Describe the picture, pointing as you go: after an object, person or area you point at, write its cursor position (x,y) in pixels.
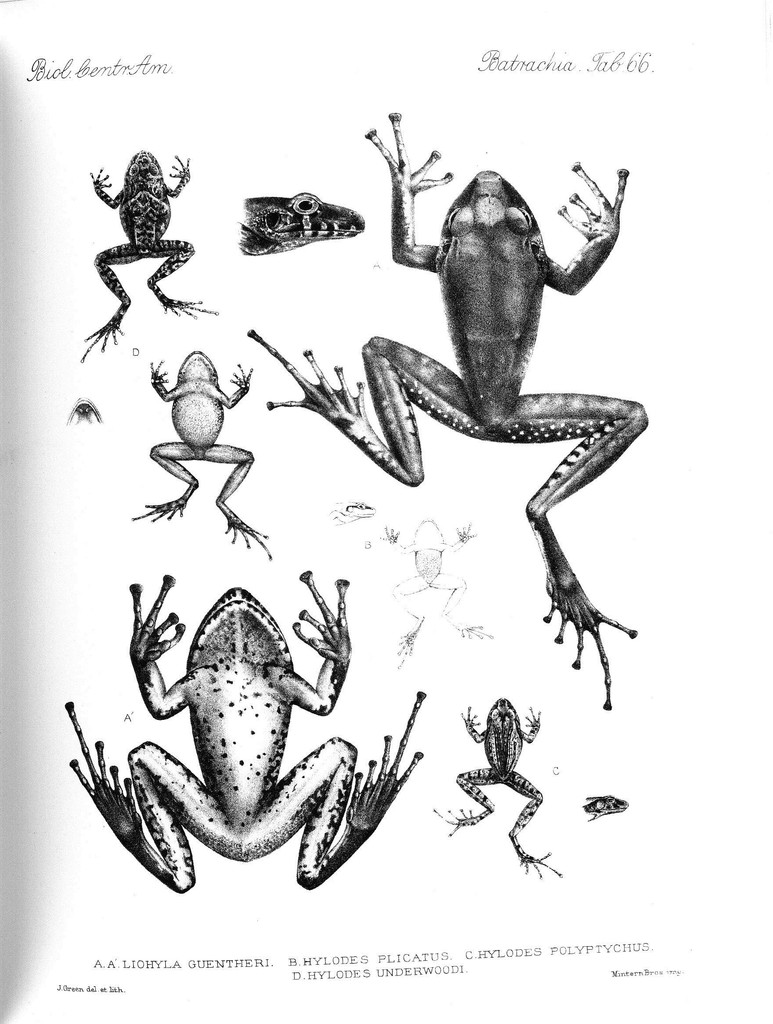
Here, we can see a picture, in that picture we can see some frogs (531,354).
